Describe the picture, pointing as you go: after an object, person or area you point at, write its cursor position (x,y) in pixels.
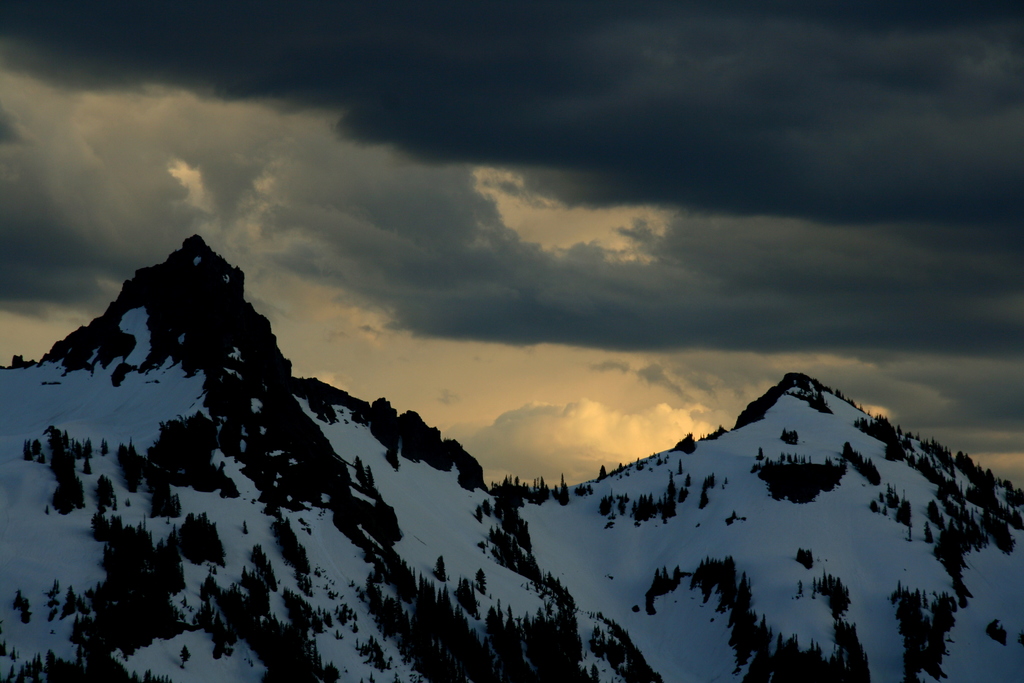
In this image I see the snowy mountains (395,449) on which there are trees (517,666) and in the background (472,314) I see the cloudy sky (678,261).
